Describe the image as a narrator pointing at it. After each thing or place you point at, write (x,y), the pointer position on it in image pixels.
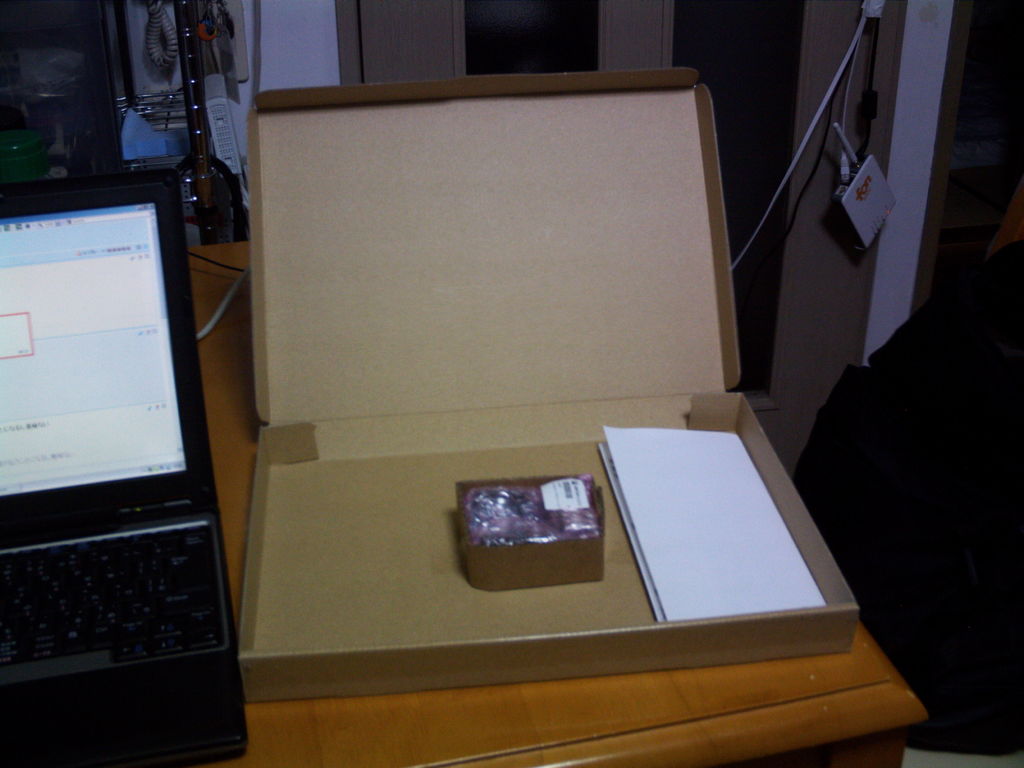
In this image i can see a laptop (118,595), a cardboard (378,590), a paper (732,590) on a table (751,678) at the back ground (458,71) i can see a pole (187,48) and a wall (277,66).
